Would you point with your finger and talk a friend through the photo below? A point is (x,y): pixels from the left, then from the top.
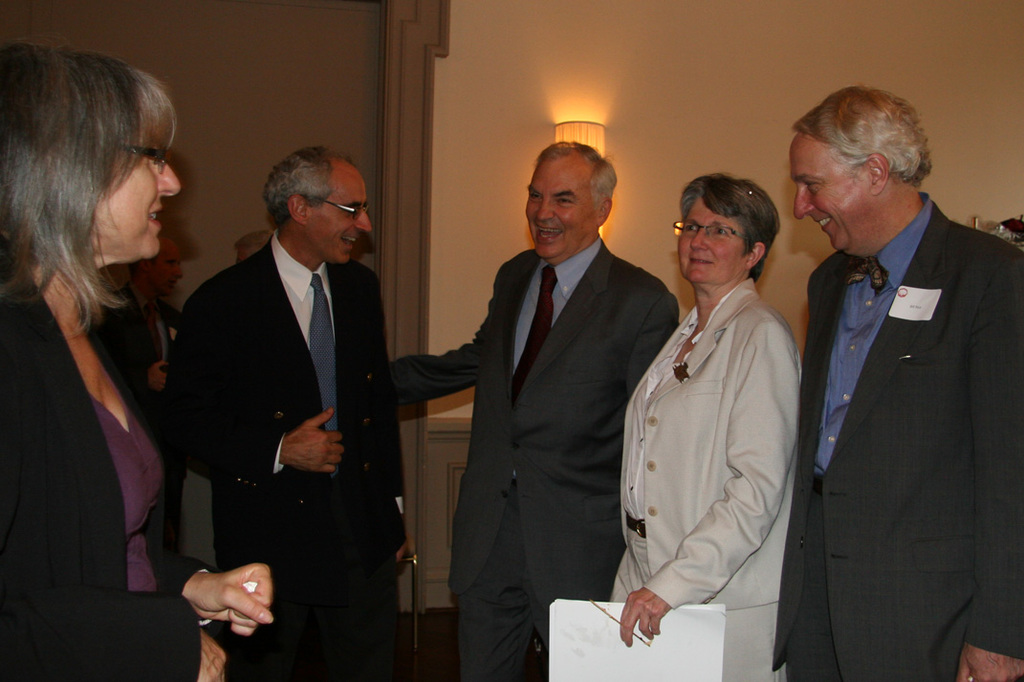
In this image we can see many persons (944,427) standing on the ground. In the background (443,527) we can see wall (516,106) and light (561,138).
